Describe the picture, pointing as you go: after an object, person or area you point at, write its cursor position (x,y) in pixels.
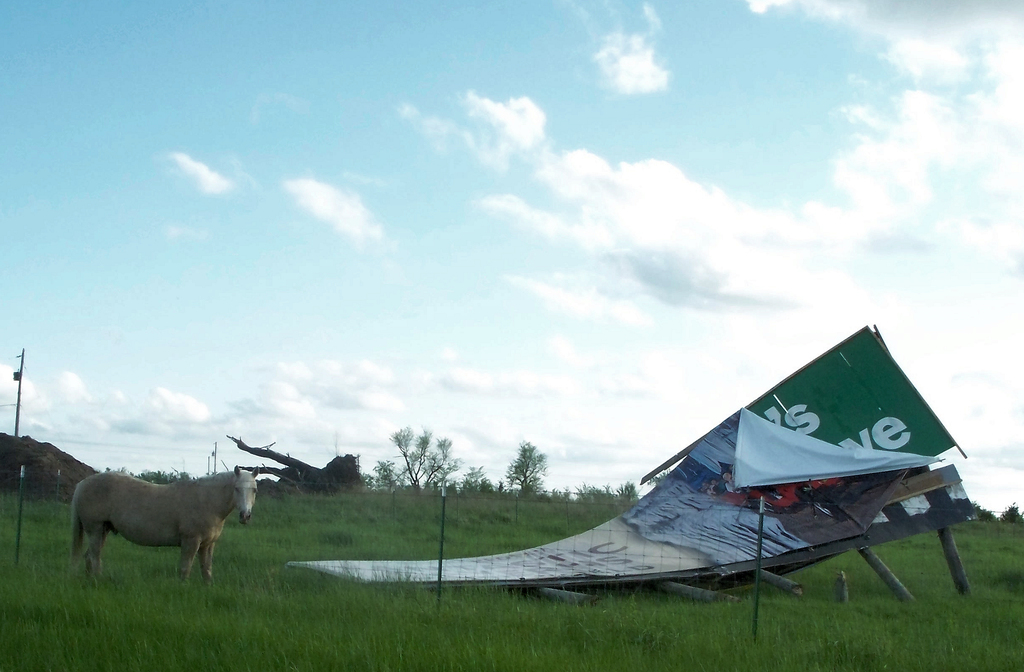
There is a large land (1002,626) covered with grass (155,623) and there is a horse (100,537) standing on the grass (211,583), in front of the horse (90,573) there is a damaged banner (714,513) and in the background (422,468) there are few trees (299,457) and some poles (17,375).
